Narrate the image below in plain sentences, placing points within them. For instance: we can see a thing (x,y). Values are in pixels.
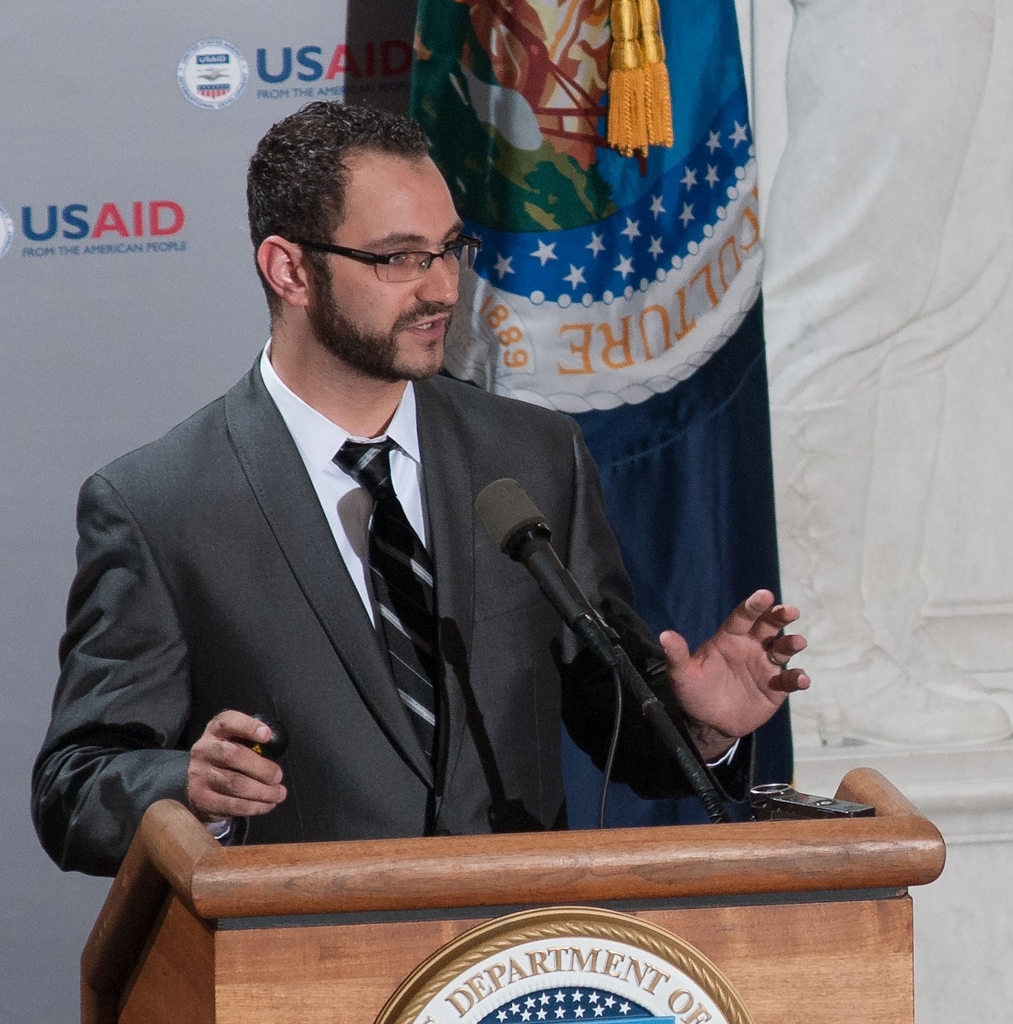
In this picture we can see a man (241,684) wore a blazer (210,476), tie (397,584), spectacles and in front of him we can see a mic (536,507) on the podium (265,874) and at the back of him we can see a banner (91,105), cloth (603,79), carving (920,264).
